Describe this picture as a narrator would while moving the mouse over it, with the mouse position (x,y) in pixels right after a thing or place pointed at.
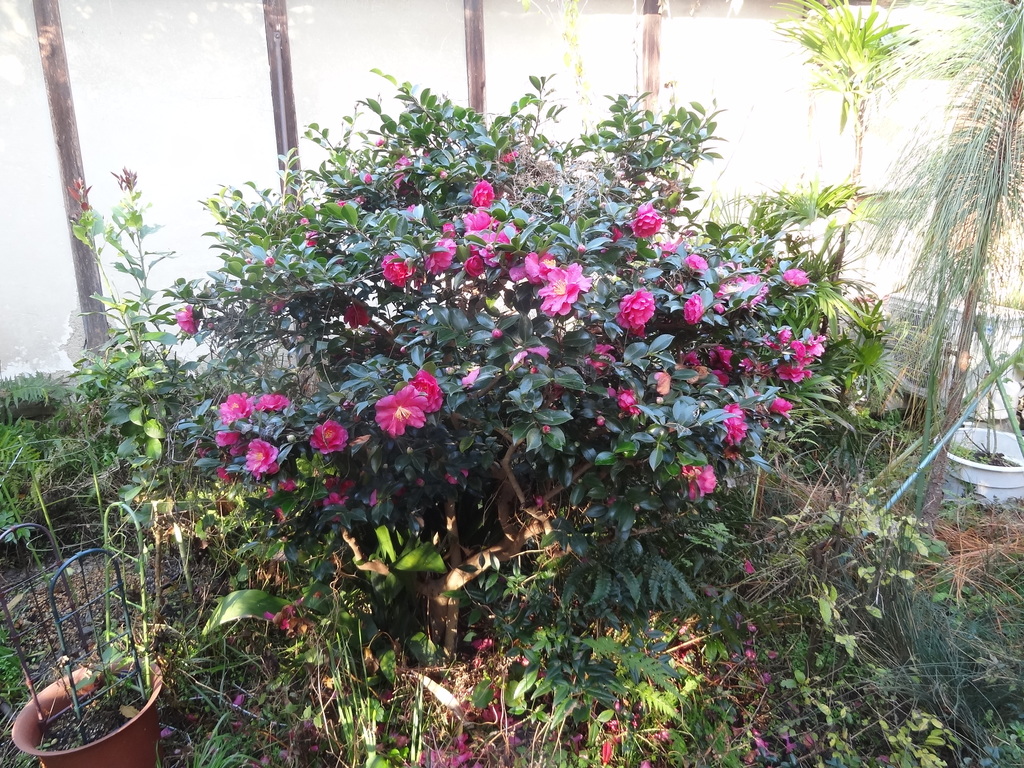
In the center of the image (574,281) we can see a plant (560,274) with flowers (493,237). To the left side (151,695), we can see a container (142,673) with metal frames (147,657). In the background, we can see group of plants (957,213) and a wall (216,48).
